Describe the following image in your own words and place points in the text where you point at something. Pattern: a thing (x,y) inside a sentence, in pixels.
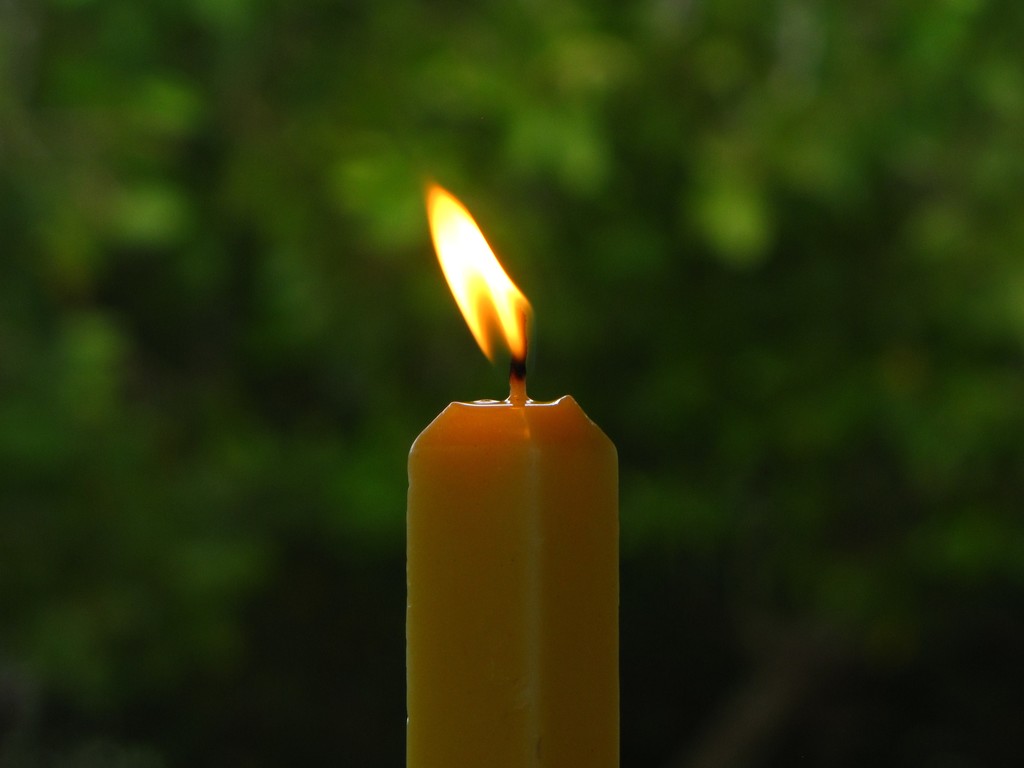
In this image there is a candle (493,423).
